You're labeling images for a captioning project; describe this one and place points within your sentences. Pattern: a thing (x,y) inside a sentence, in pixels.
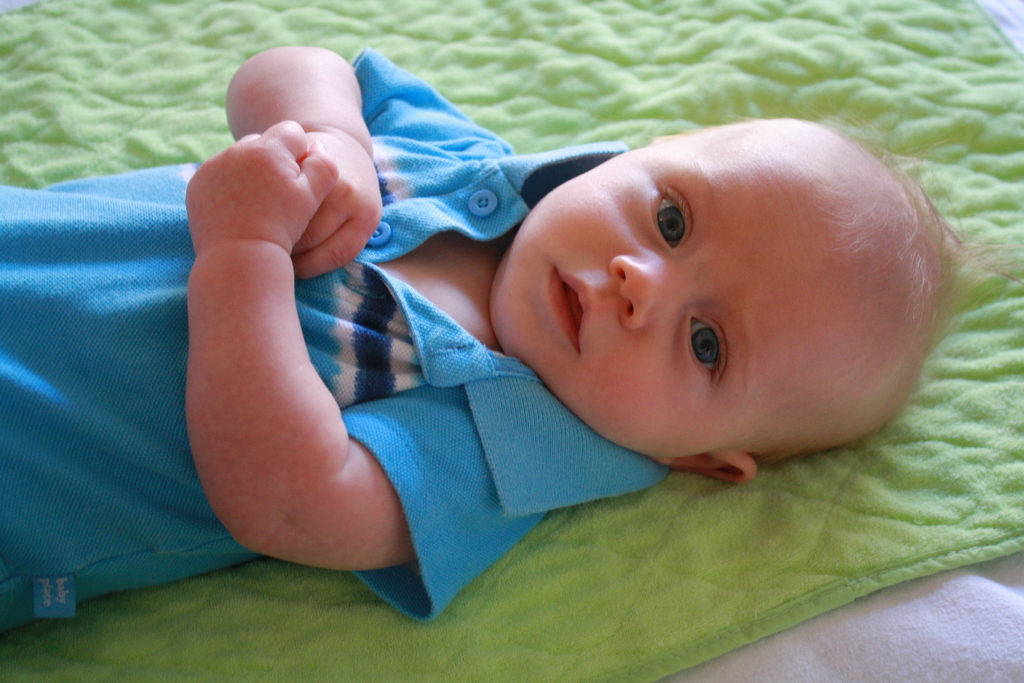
In this image I can see a baby (357,430) is lying on the green color cloth (565,604). This baby (341,409) wore blue color t-shirt (325,363), at the bottom (983,649) there is white color cloth (887,641).
